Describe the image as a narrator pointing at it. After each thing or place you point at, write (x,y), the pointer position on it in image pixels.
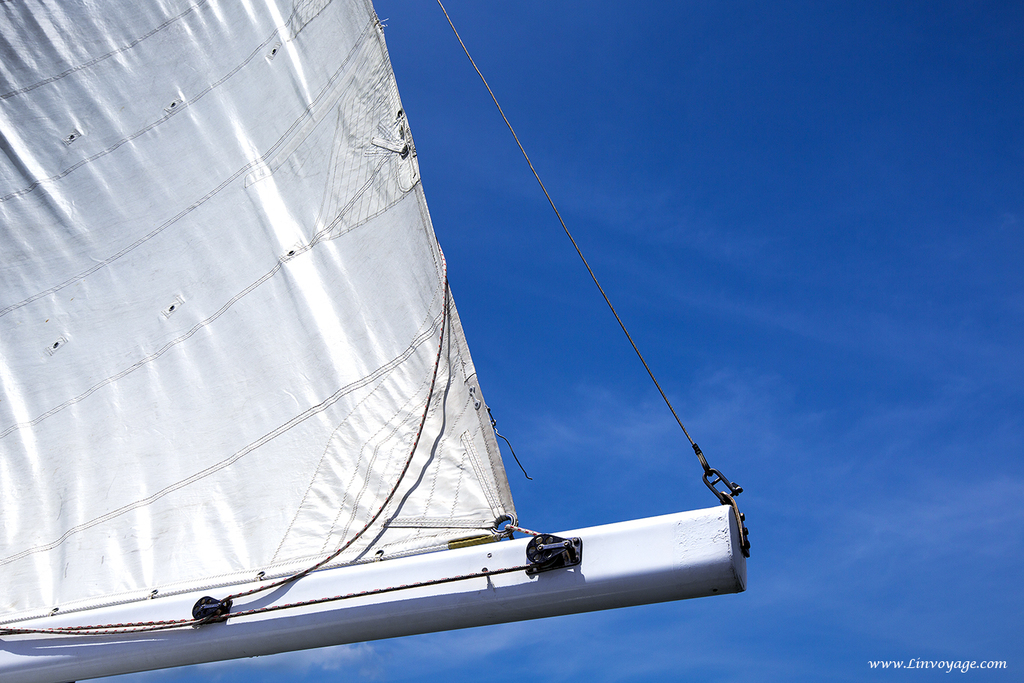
In this picture we can see a boom (357,607), ropes (268,609), hooks (204,613), white sail (353,372) and in the background (701,395) we can see the sky (373,670) with clouds (340,660).
